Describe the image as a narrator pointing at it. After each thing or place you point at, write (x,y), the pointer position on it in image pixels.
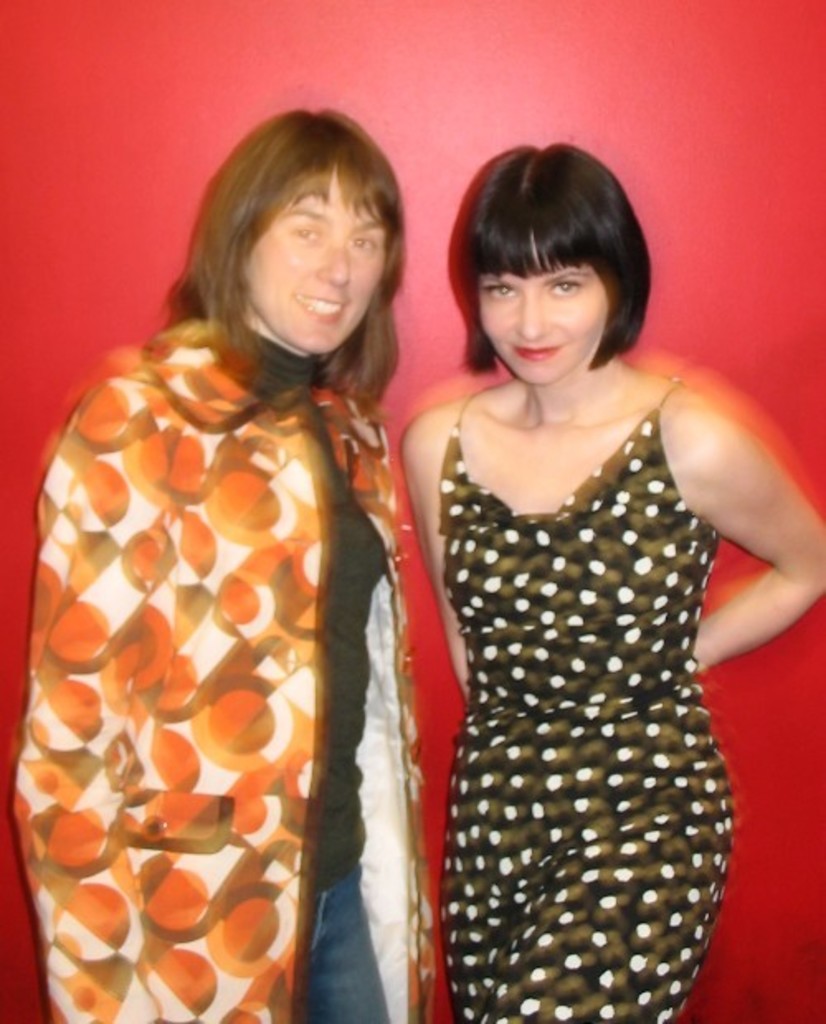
A beautiful woman (570,543) is standing, she wore top (627,731). On the left side (242,333) a person (334,396) is smiling, this person (221,624) wore a coat (221,586) in orange color.
